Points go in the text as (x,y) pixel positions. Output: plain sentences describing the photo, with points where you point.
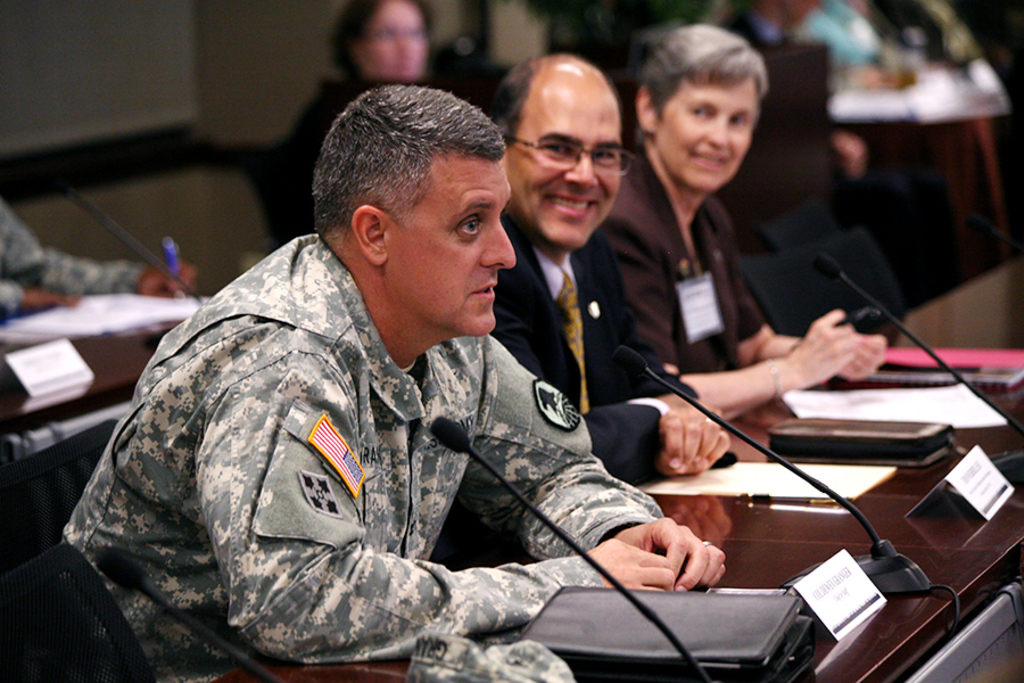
In this picture there are persons (505,320) sitting in the center (627,389) and smiling. In front of the persons (624,404) there is a table (778,530) and on the table (901,508) there are papers (926,392) mic (954,372) and name plates (987,484). In the background (4,269) on the left side (33,276) there is a person (61,291) holding a blue colour object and in front of the person (75,259) there is a mic (147,258) and there are papers (70,316).
